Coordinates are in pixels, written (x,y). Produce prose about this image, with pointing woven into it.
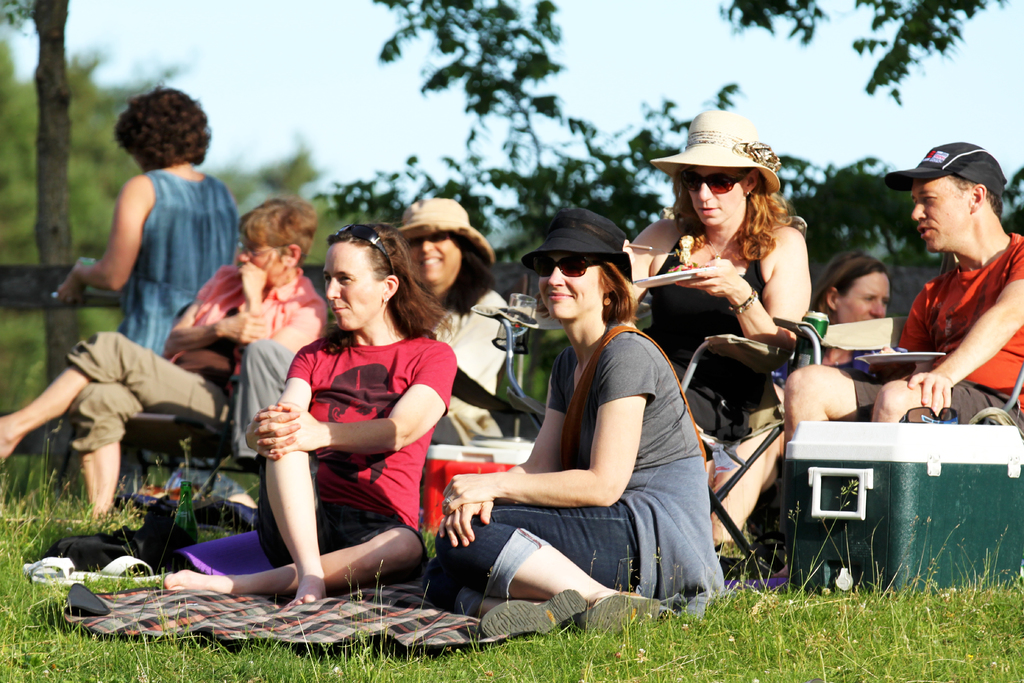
In this picture we can see a group of people (977,299) where some are sitting on chairs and some are sitting on a cloth (153,624), box (909,423), bottle (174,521), grass (223,672) and in the background (11,317) we can see trees (908,36), sky (657,85).
